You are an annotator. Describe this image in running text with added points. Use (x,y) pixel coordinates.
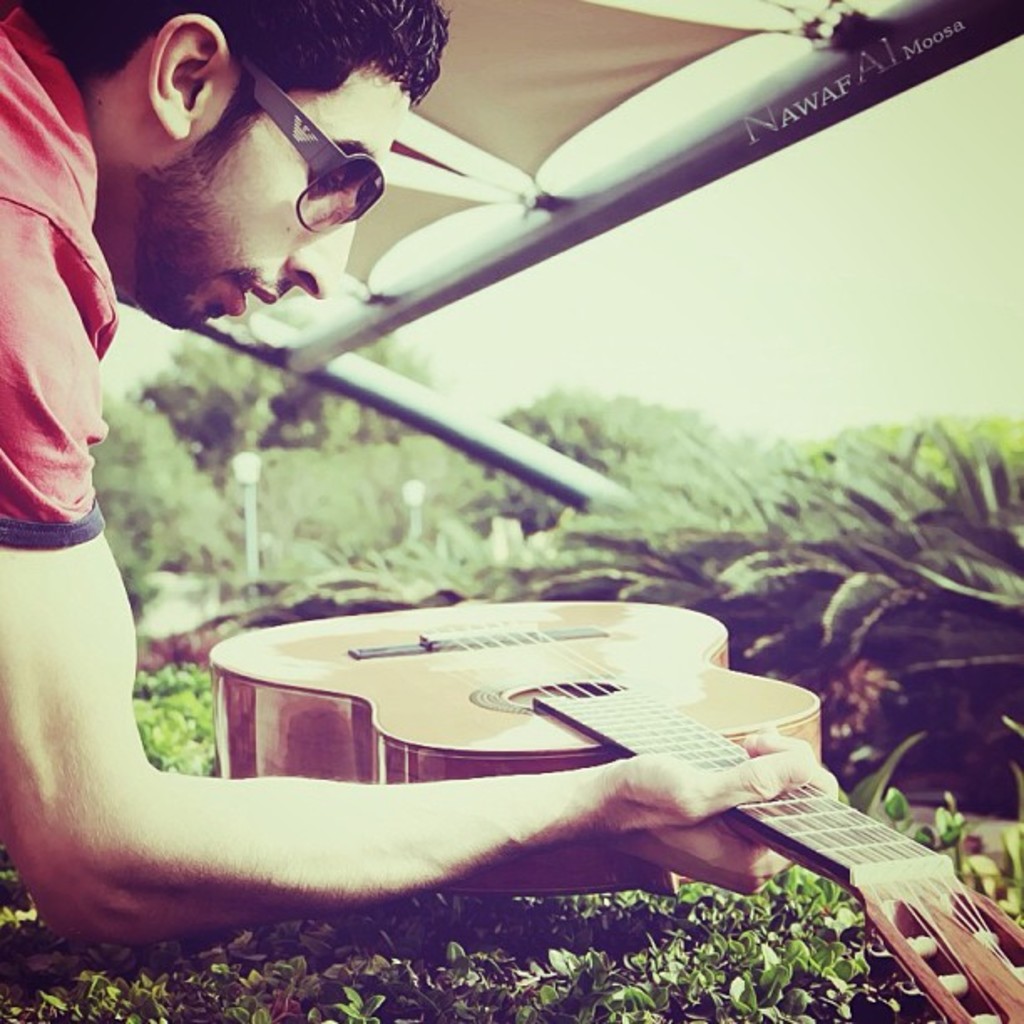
In this image I see a man (74,688) who is holding a guitar (290,671) and there are few plants (181,675) over here.
